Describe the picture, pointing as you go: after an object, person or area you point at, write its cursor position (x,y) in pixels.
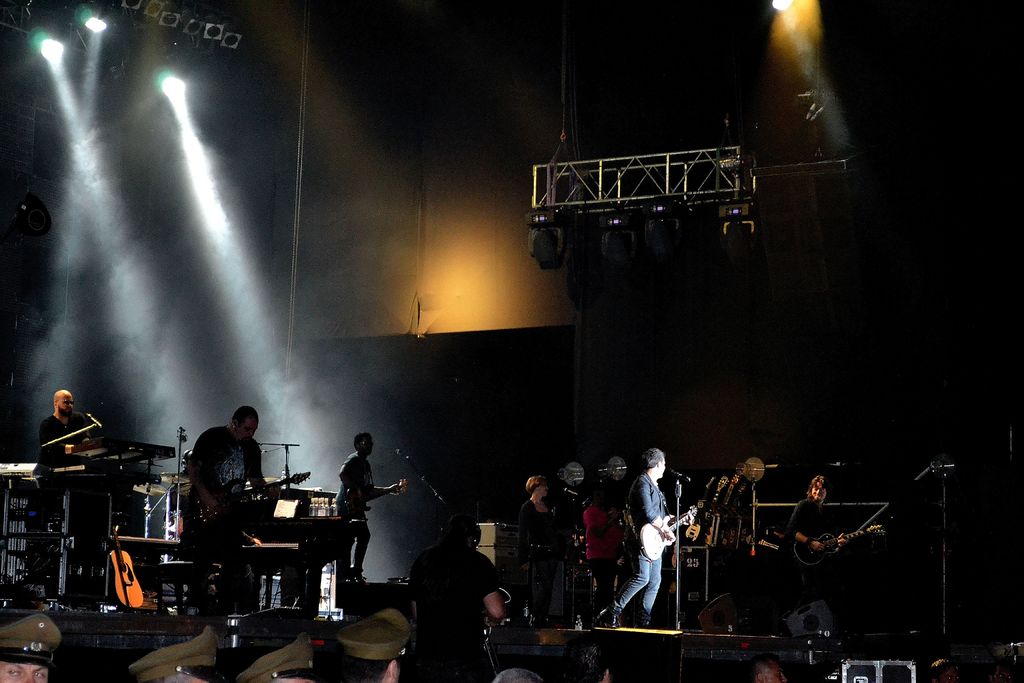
This picture seems to be clicked inside the hall (946,87). In the foreground (447,624) we can see the group of people (27,670) and the musical instruments (84,443). In the center (372,446) we can see the group of people (349,480), standing and playing the musical instruments (702,510) and we can see the microphones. In the background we can see the metal rods (686,157), focusing lights (737,251) and many other objects (508,533).
